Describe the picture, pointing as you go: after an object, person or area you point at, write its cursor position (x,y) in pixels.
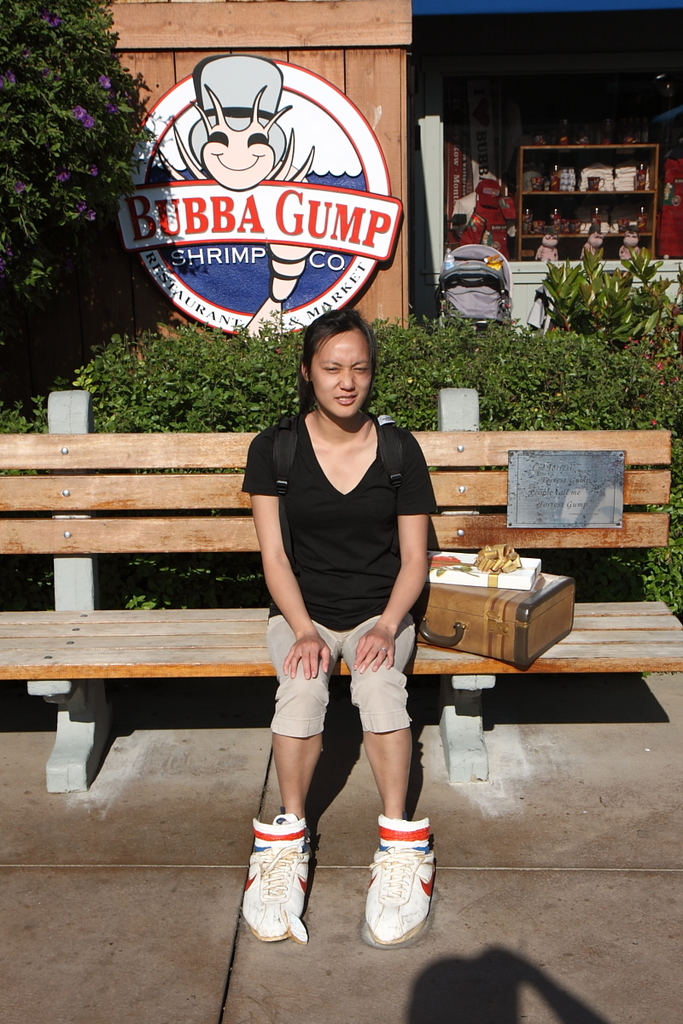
In this image we can see a store (417,159), trees (91,103), name board (193,251), plants (267,372), woman (346,562) sitting on the bench (613,615) and a box (464,610) beside her.
